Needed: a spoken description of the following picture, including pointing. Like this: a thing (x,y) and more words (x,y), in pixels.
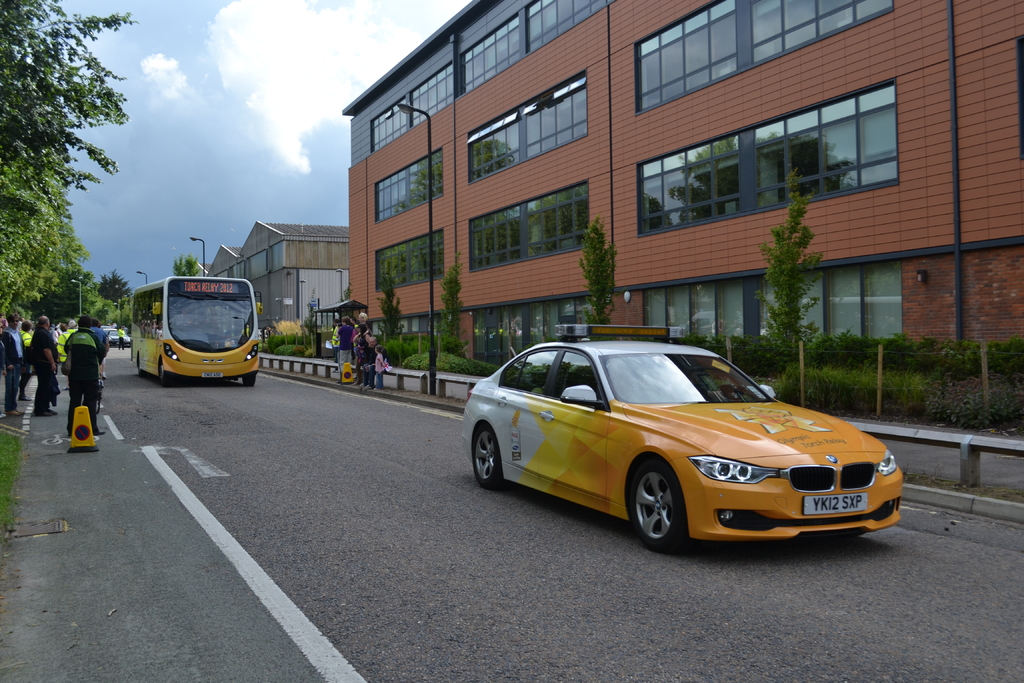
In this image I can see vehicles (237,367) on the road (340,528). I can also see people (83,405) standing on the road (128,364). In the background (264,260) I can see street lights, trees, buildings (316,260) and the sky (169,116). Here I can see white lines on the road (107,384).
